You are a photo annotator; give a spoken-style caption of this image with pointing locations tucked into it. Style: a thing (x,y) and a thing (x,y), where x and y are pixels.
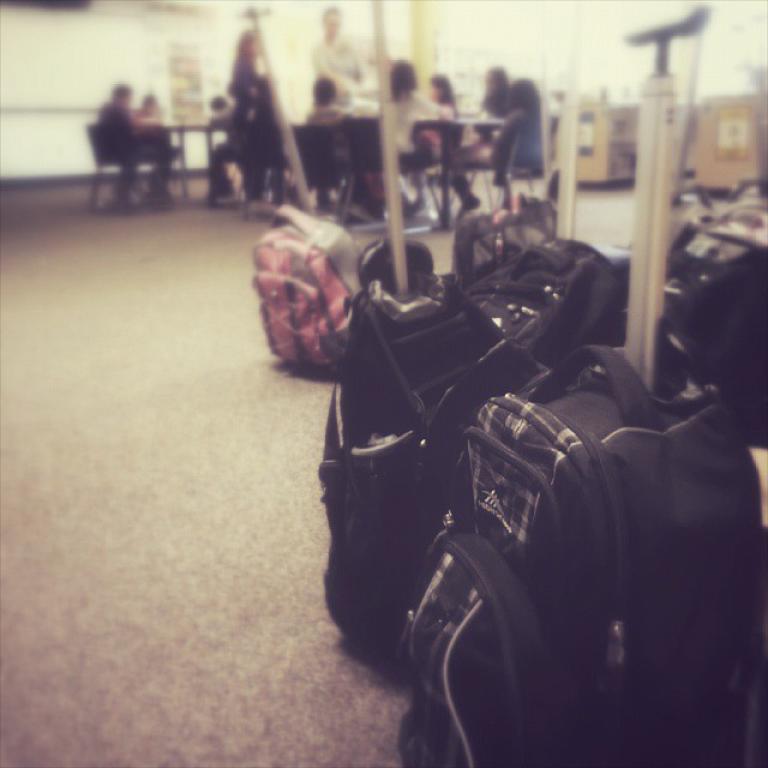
In this picture we can see luggage bags (320,258) on the floor (251,564). In the background of the image (466,171) it is blurry and there are people (120,111), among them few people (519,104) sitting on chairs (420,160) and we can see wall (477,91) and objects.
